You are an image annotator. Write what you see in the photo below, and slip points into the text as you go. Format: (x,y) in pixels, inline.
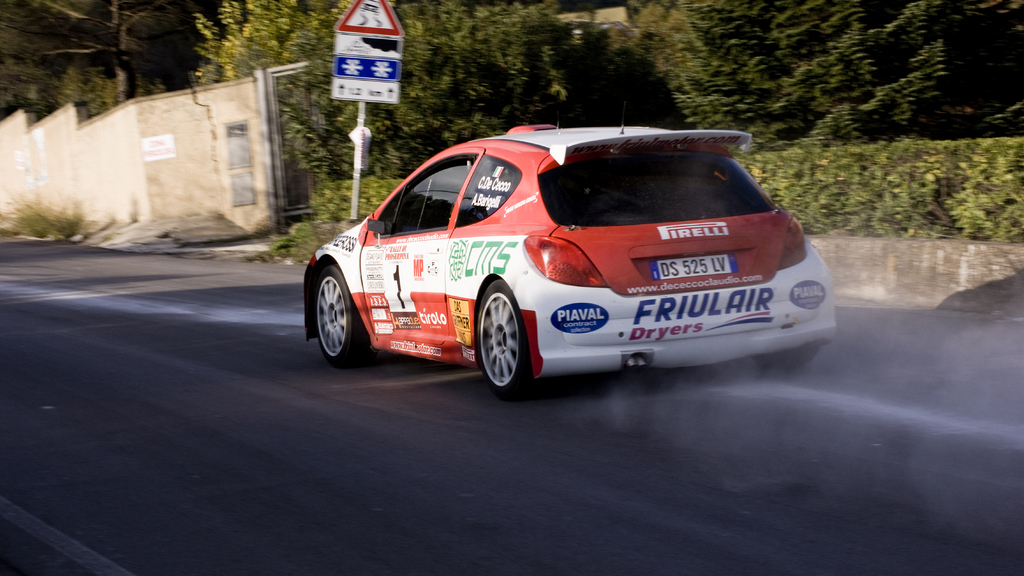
In this picture I can see a vehicle (343,254) on the road (931,464). I can see a wall (991,261), pole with boards (362,81), and in the background (796,11) there are plants (254,38) and trees (579,26).
